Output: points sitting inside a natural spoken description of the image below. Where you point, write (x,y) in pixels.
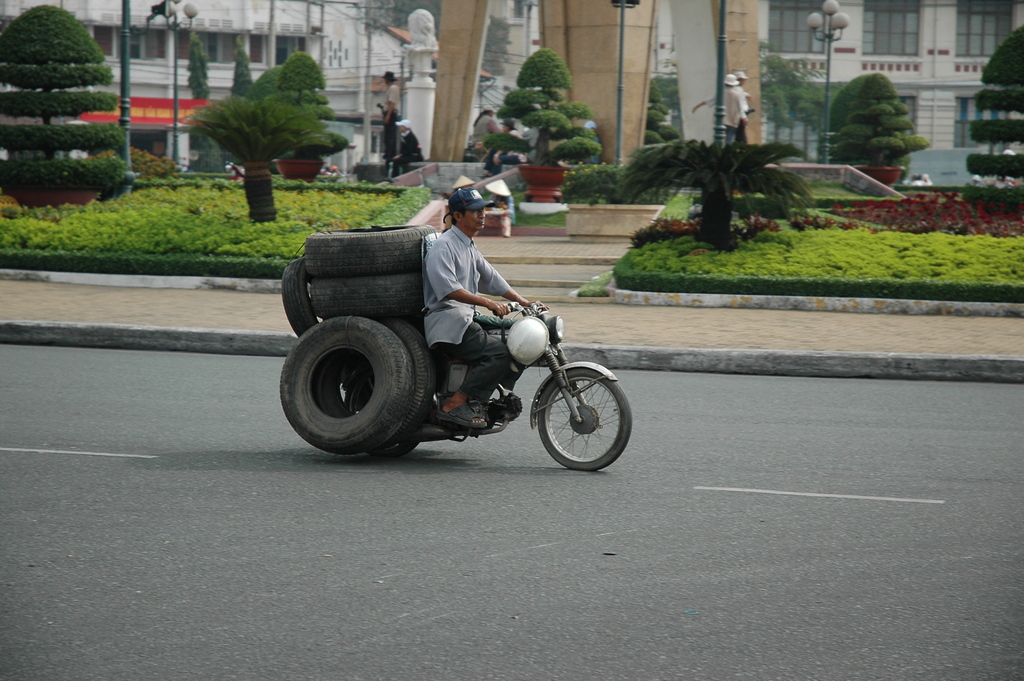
In this image on the top (750,185) there are two buildings (934,77) and grass (915,236) and plants (269,163) and flower pots (557,181) are there and on the road (513,484) there is one motor cycle (542,355) and on that motor cycle (494,326) there is one person (457,277) who is sitting and riding and he is carrying a tires (360,324) and in the right side (720,69) and left side (174,36) there are poles (123,53).
